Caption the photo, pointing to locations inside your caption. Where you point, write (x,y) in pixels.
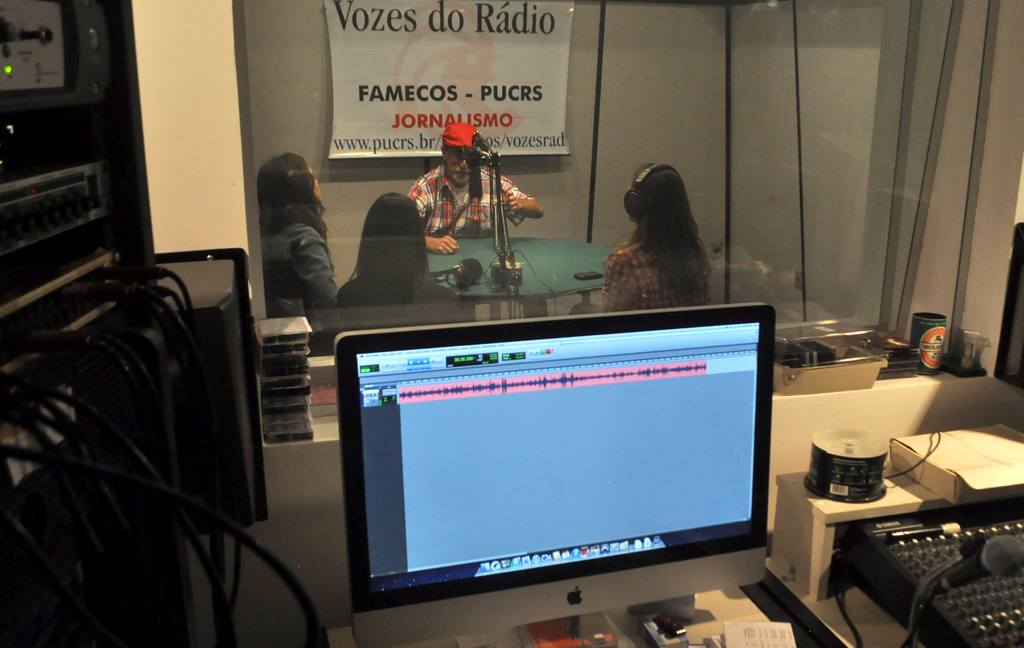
This picture is clicked inside. In the foreground (851,628) there is table (823,603) on the top of which a keyboard (969,581), boxes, monitor (743,555) and some other items (814,450) are placed. On the left corner (99,184) there is an electronic device (192,389) and some cables (51,416). In the center (367,251) we can see the group of people (470,232) seems to be sitting on the chairs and there is a table (581,265) on the top of which some items (497,250) are placed. In the background (642,36) we can see a wall (680,53) and a poster (489,2) hanging on the wall (582,19) on which the text (485,113) is printed.
